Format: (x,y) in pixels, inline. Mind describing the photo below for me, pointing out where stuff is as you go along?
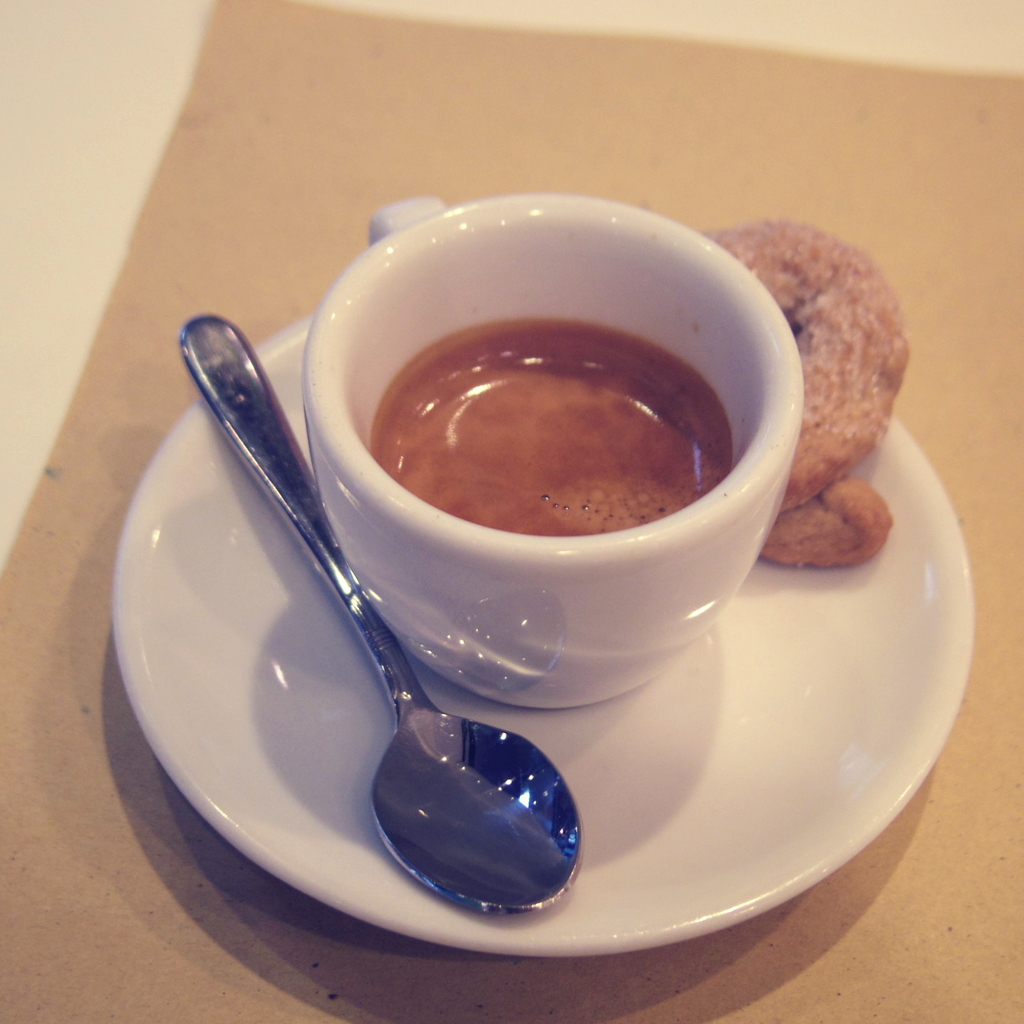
Here I can see a table (173,925) on which a teacup (345,490) with saucer (253,684) are placed. On the saucer (380,687) I can see a spoon (435,724) and a food item (840,440).
